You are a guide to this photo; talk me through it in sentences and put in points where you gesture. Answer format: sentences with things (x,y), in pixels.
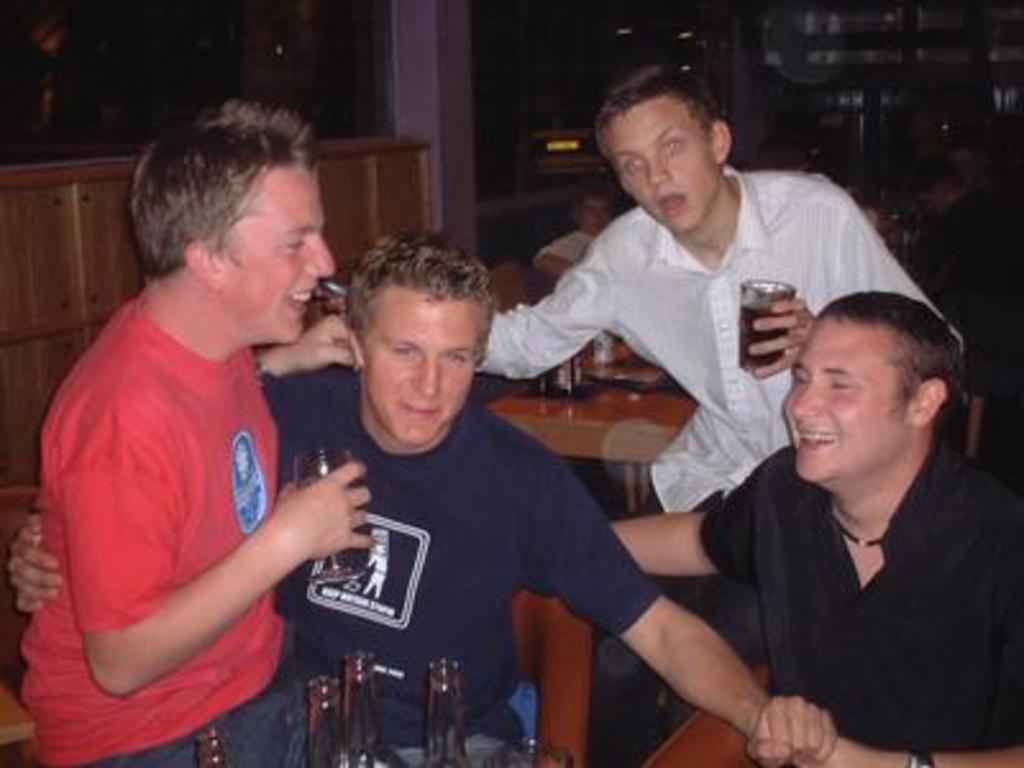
In this image, we can see people (328,609) sitting and smiling some are holding glasses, which are containing drink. At the bottom (349,708), there are some bottles (362,704) and in the background (534,392), there are tables (625,422) and we can see some objects (572,377) on them and there is a cup board (58,217) and a wall (426,88) and some other objects (879,103).
